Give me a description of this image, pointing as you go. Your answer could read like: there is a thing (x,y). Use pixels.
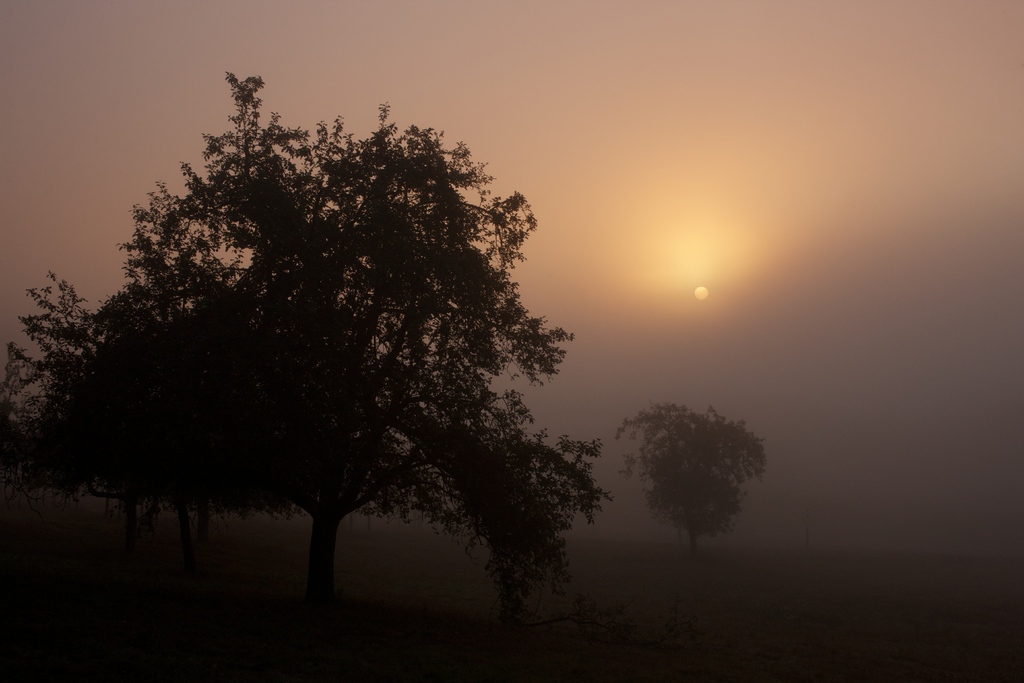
In the center of the image (494,452) there are trees (728,448). In the background (690,187) there is sun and sky (569,88).
